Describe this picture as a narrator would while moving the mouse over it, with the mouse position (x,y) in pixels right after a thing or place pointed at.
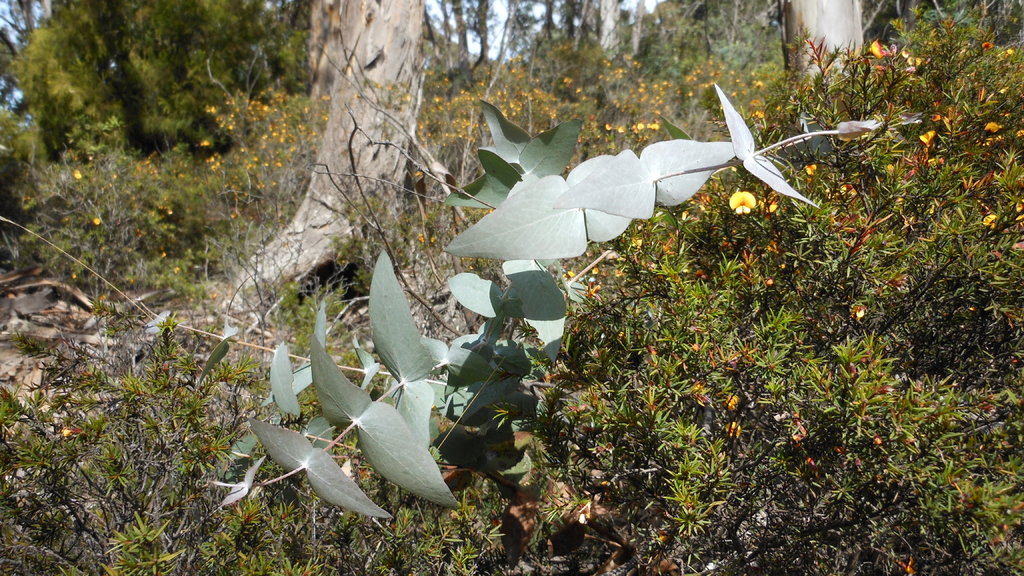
This is a picture taken in a field (473,379). In the foreground of the picture (443,384) there are plants (650,302), leaves (458,202). In the center of the picture (479,272) there are trees (381,158), plants (586,121) and flowers (746,195). It is sunny.
